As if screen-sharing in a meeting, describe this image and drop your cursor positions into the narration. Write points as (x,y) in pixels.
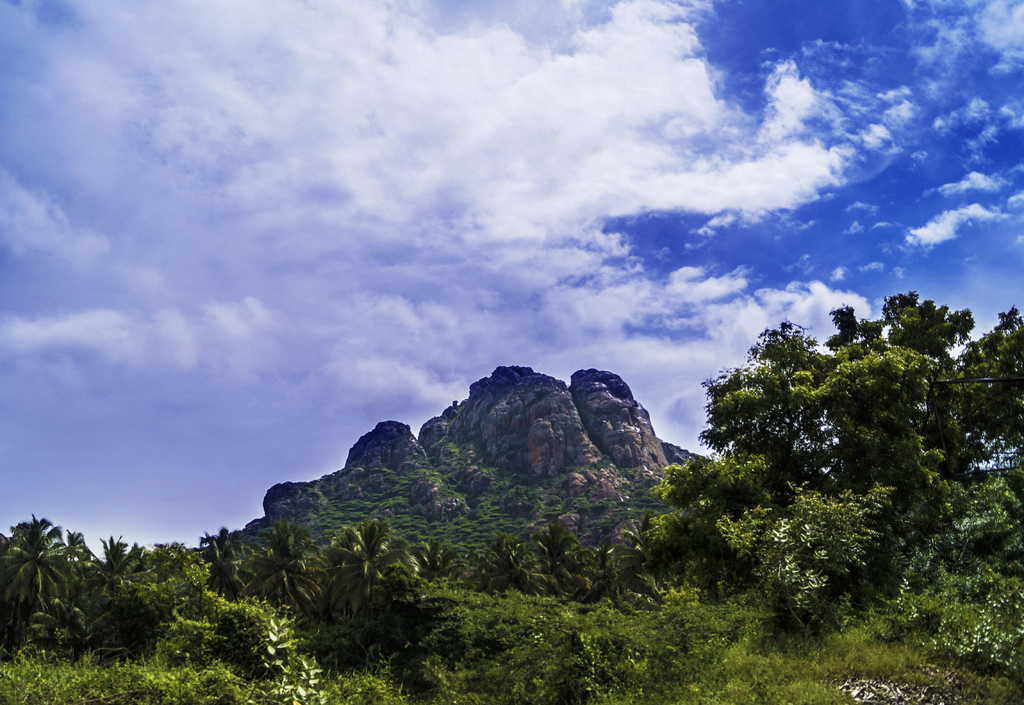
In this picture we can observe grass (761,656), plants (447,634) and trees (354,581) on the land (663,645). There is a hill (495,440). In the background (453,207) there is a sky (489,207) with clouds (501,216).
